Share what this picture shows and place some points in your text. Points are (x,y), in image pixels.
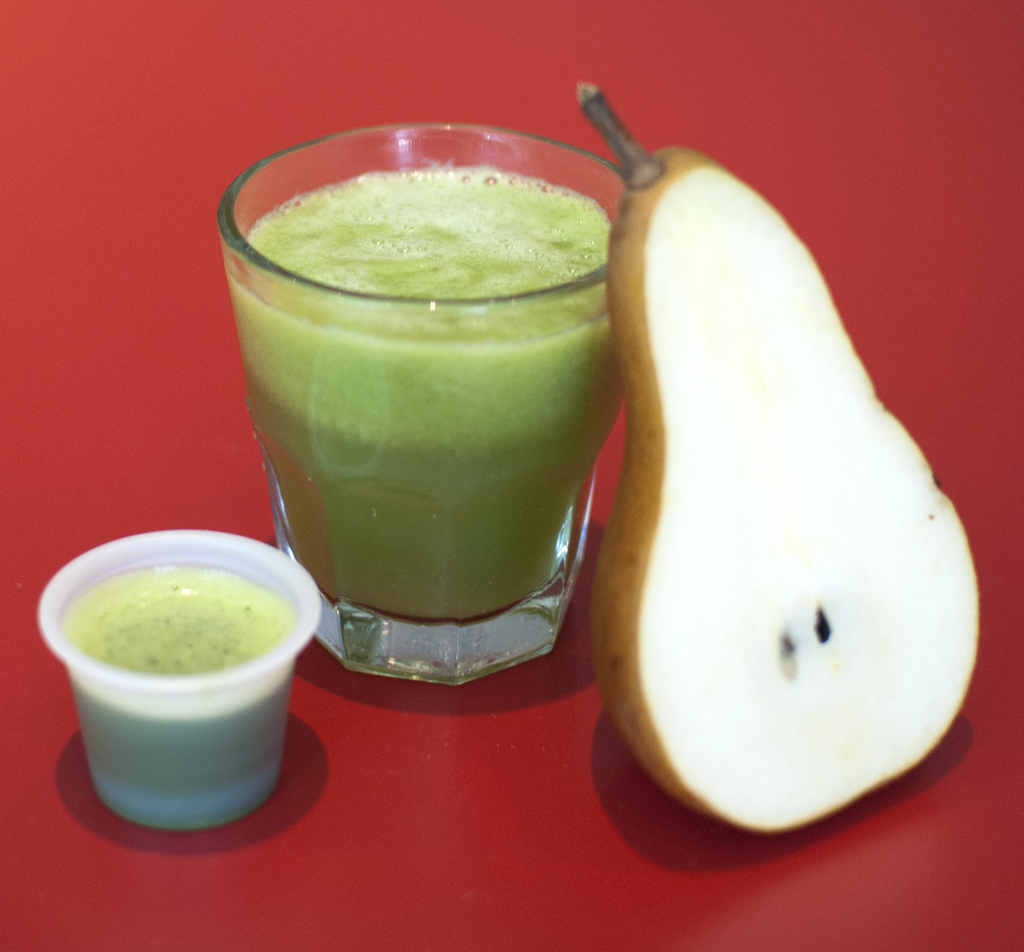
In this picture we can see a piece of a pear fruit (748,509), on the left side (302,639) there are two glasses (431,533), we can see juice (386,314) on these glasses (359,337), at the bottom (520,791) there is red color surface (480,802).
